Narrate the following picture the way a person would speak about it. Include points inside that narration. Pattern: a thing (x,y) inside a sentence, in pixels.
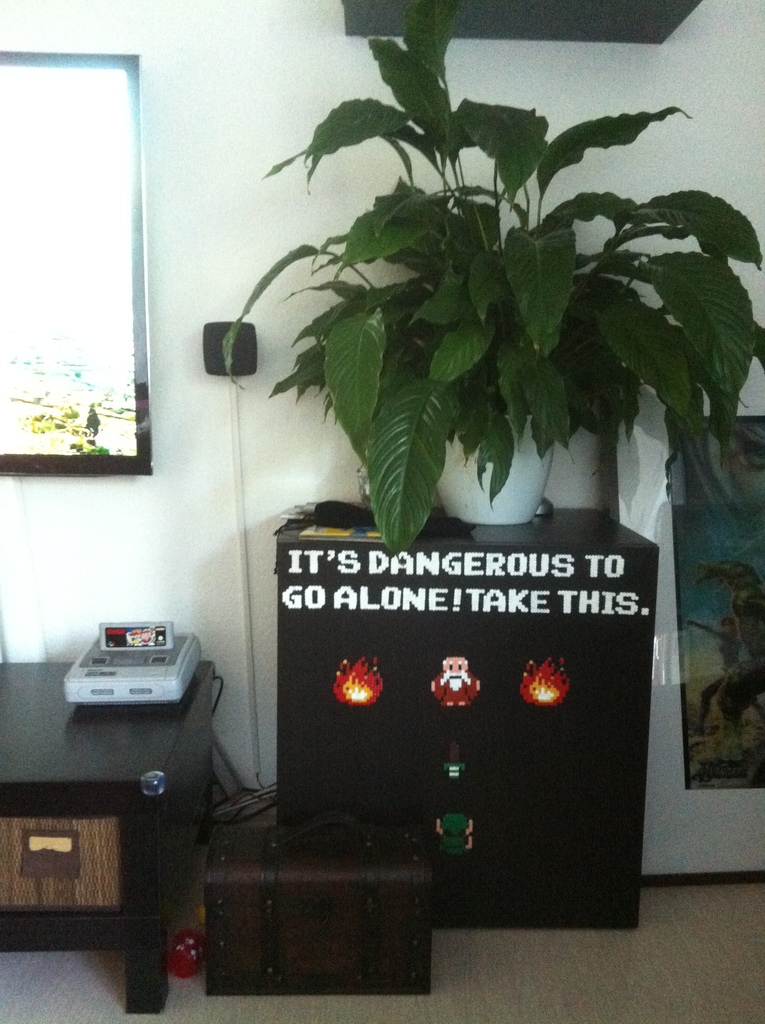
This is the picture of a room (481,470). In the foreground (722,416) there is a plant (568,156) on the table (463,831) and there is text (425,563) on the table (387,551). On the right side of the image (722,630) there is an object (717,616). On the left side of the image (4,445) there is an object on the table (8,695) and there is a television (48,163) and there is an object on the wall (344,498). At the top (585,29) there is an object (544,35). At the bottom (289,996) there is a box (416,923).
